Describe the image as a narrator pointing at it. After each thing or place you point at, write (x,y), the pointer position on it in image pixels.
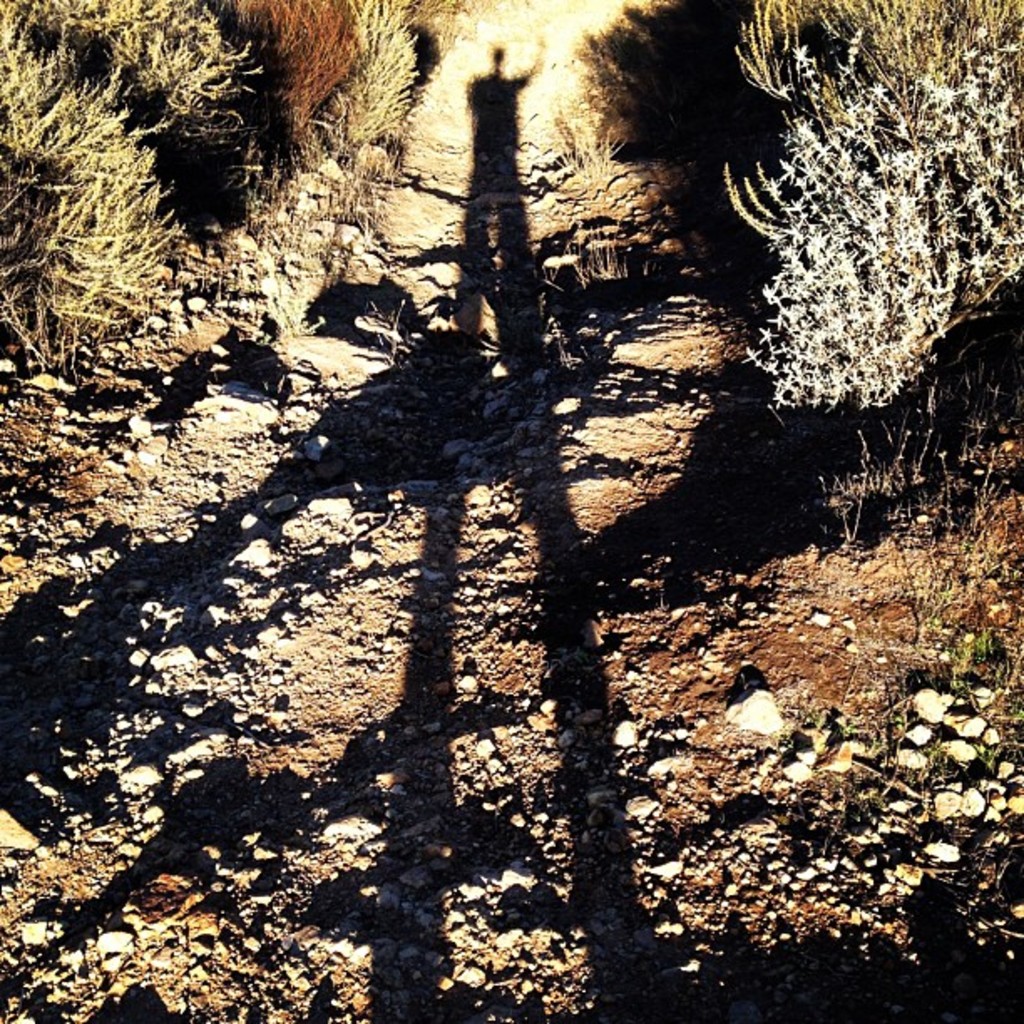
In this image there are sand (882,720) and stones (629,738). There are plants (897,190). There is a shadow (432,399).
